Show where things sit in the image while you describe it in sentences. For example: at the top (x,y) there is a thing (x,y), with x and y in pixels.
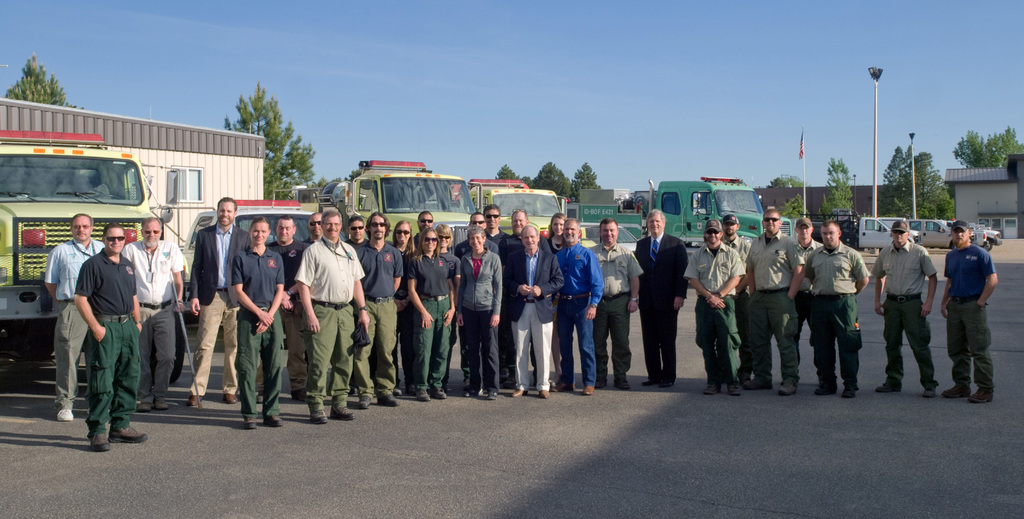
This image is taken outdoors. At the bottom of the image (179,469) there is a road (491,464). At the top of the image (389,85) there is the sky (747,95). In the background (897,191) there are a few trees (884,176). There is a wall (868,202). There is a flag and there are two poles (912,165) with lights (871,69). Many vehicles (537,215) are parked on the road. On the right side of the image (984,189) there is a house (984,199). In the middle of the image (363,259) many people (127,284) are standing on the road (932,341).
